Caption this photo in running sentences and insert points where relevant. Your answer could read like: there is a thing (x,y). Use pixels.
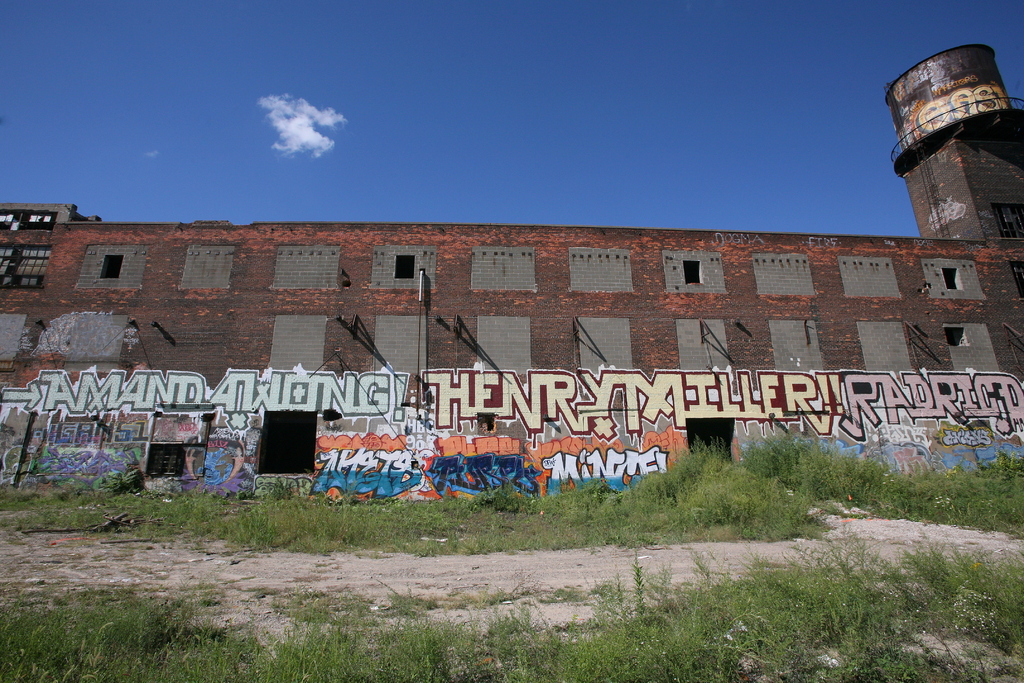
In this image we can see a building (658,301) with text (871,407) on the wall (385,401) and there are few rod (128,325) to the building (801,343) and there are few plants (789,498) in front of the building (671,320) and the sky (328,103) with clouds (308,131) in the background (543,128).
